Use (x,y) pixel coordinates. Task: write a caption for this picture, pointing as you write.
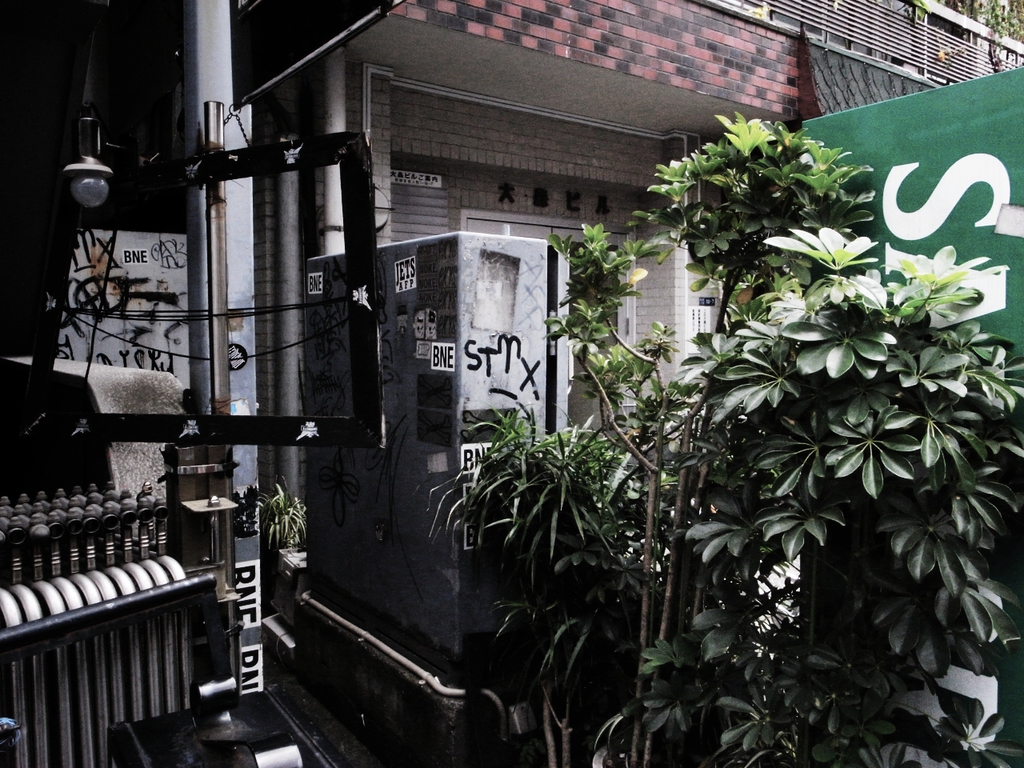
This image consists of buildings (418,122). In the front (491,392), there is a box (464,522). To the right (820,525), there are plants (580,660). To the left (221,401), there is a pillar (193,141).
